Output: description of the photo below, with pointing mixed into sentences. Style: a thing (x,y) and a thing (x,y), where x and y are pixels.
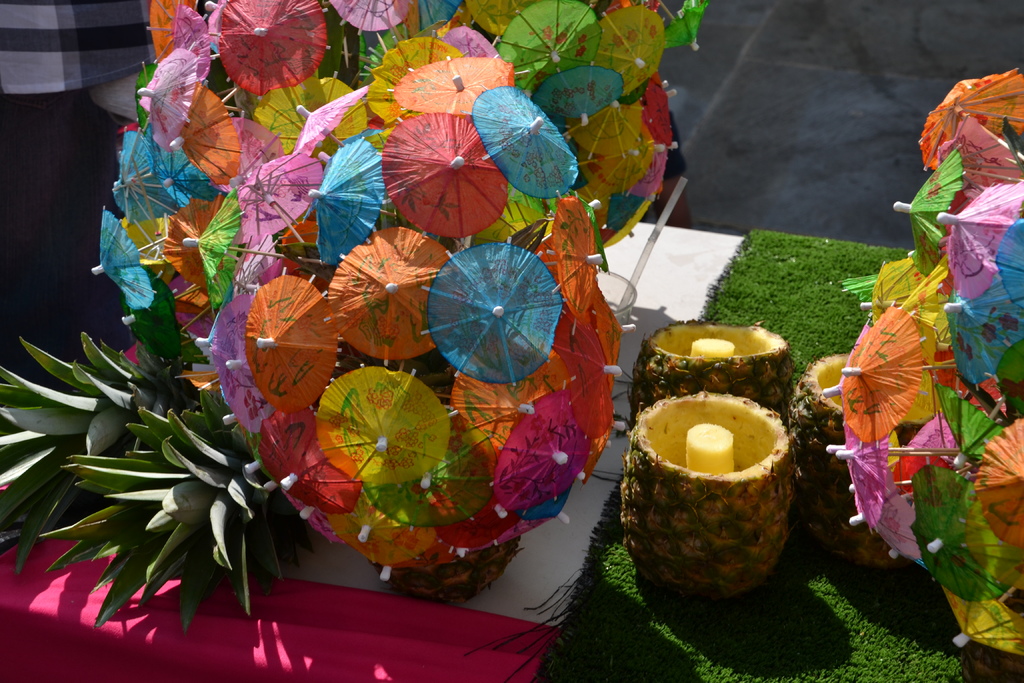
In this image we can see the table (41,641) and on the table (656,249) we can see the paper umbrellas (255,219) and also the pineapples (656,529). We can also see the green color mat (803,607). In the background (813,141) we can see the path (871,29). We can also see a person (64,105) standing on the left (36,135).
